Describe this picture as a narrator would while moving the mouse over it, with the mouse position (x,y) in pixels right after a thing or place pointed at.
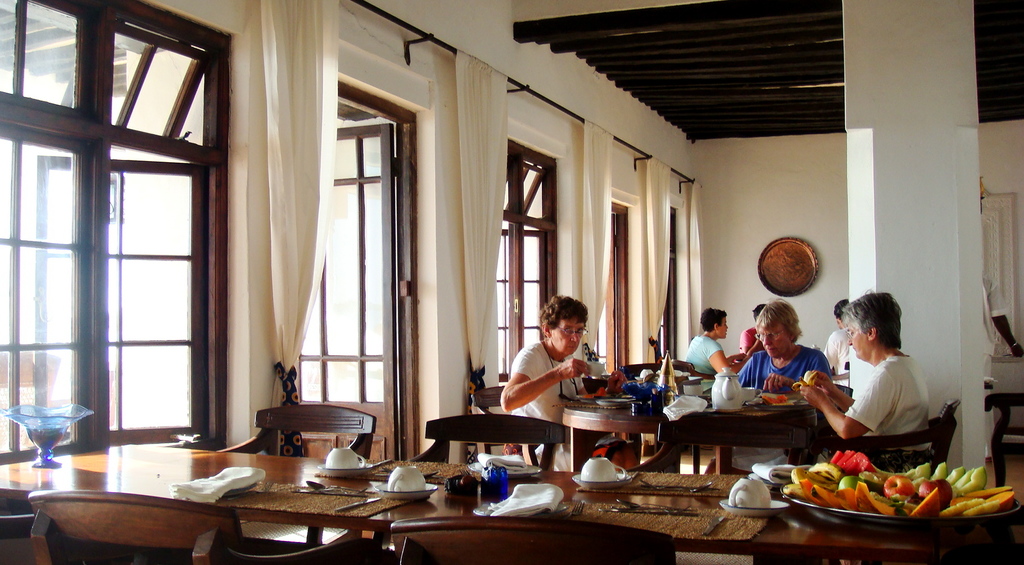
The image is taken inside the room (746,192). The room (765,446) is filled with tables (621,428). In the center of the room (746,448) there are people (895,400) sitting around the table (606,411). We can see cups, napkins (544,497), spoons (337,490), knife (709,524), jug (715,405) and some fruits (870,487) present on the table (352,522). In the background (806,263) there is a wall decor (788,263) which is attached to the wall (754,245). On the left (316,329) there are doors (408,328).
